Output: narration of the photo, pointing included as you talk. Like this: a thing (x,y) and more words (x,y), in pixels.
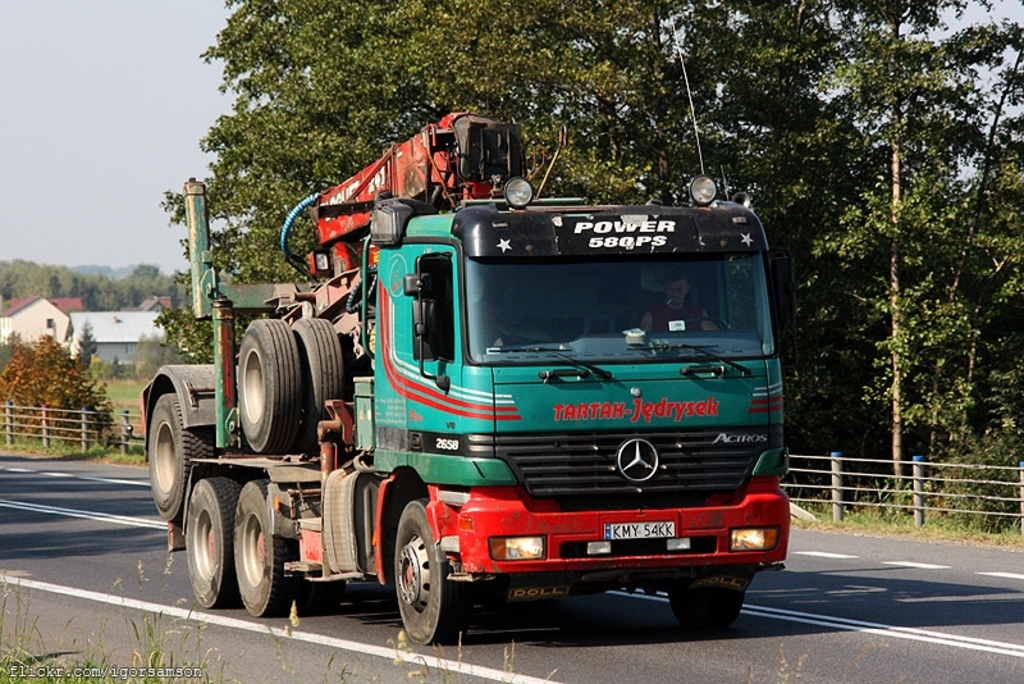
In this image we can see the vehicle (295,413) on the road (620,615). We can also see the barrier (59,429) and behind the barrier (948,478) we can see the trees (869,81), houses (130,341) and also the sky (176,158). We can also see the grass (905,510). In the bottom left corner (172,673) we can see the text (104,677).
